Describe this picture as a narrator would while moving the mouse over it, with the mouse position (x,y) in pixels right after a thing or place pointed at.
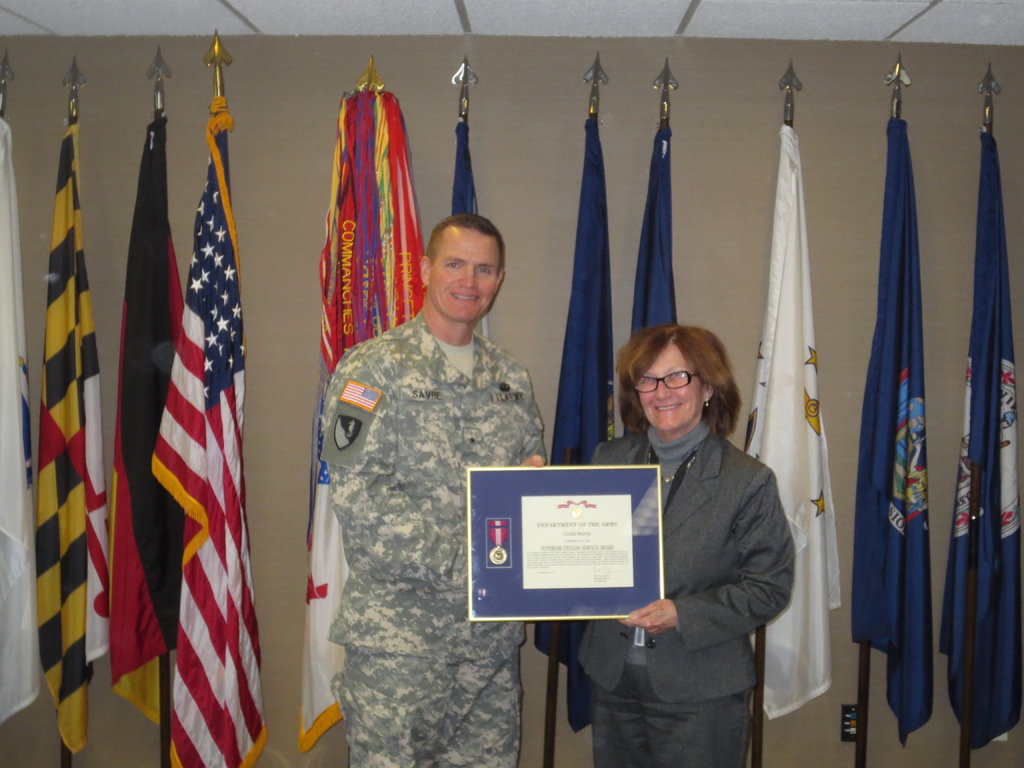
In this picture there is a lady (709,697) and a soldier (475,331) in the center of the image (509,385), by holding a certificate (596,567) in their hands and there are different types of flags (579,222) in the background area of the image (995,212).
